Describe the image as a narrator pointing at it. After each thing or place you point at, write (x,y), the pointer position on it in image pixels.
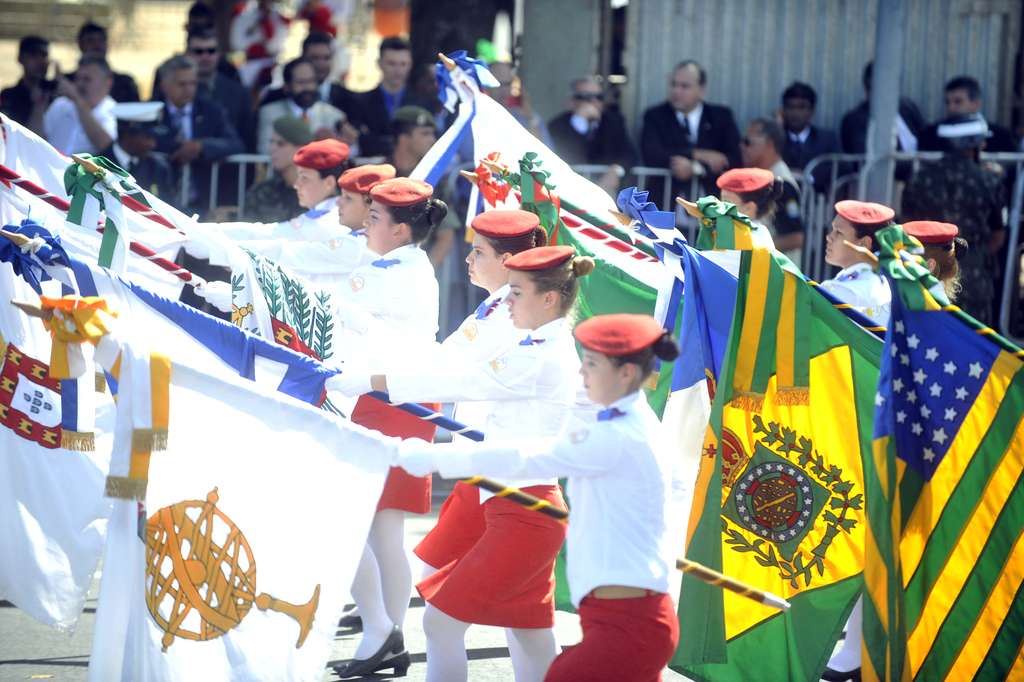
In this image in the center (520,319) there are persons (418,318) walking and holding flags (688,408) in their hands (203,282). In the background (244,127) there are persons (201,105) standing and there is a fence (239,166) and there is a pole (883,101).
